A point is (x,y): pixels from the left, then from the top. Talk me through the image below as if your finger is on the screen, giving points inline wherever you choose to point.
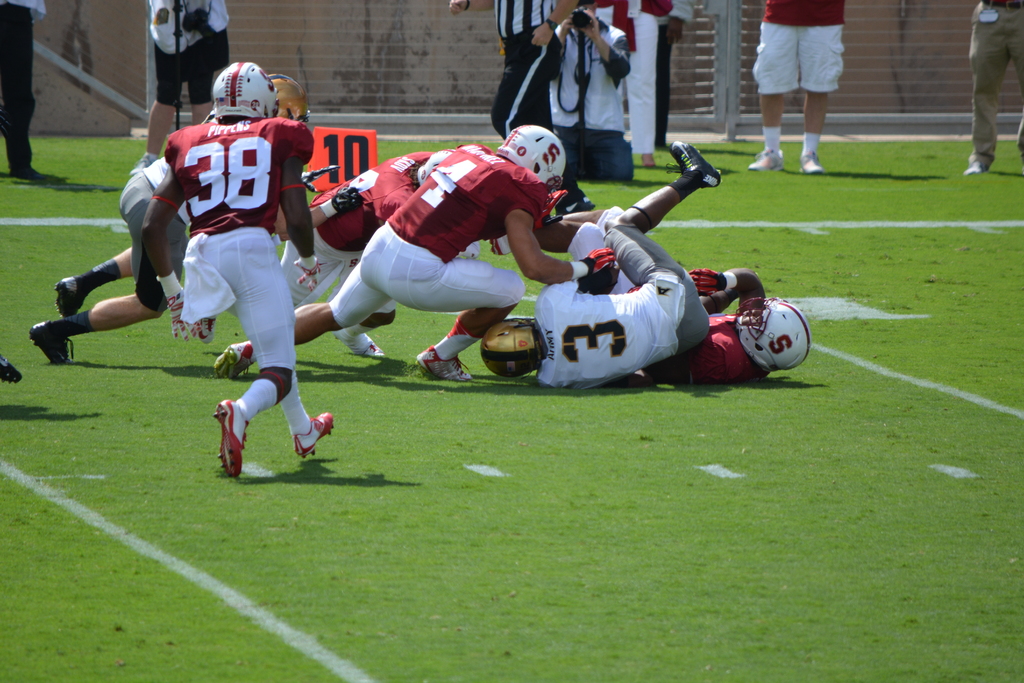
In this picture, we see people (171,321) are playing the football. At the bottom (574,626), we see the grass (530,606). In the background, we see people (761,92) are standing and they are watching them. The man (567,98) in the white shirt (609,101) is holding the camera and he is clicking photos with the camera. In the background (434,32), we see a wall (866,36). This picture might be clicked in the football field (422,327).
